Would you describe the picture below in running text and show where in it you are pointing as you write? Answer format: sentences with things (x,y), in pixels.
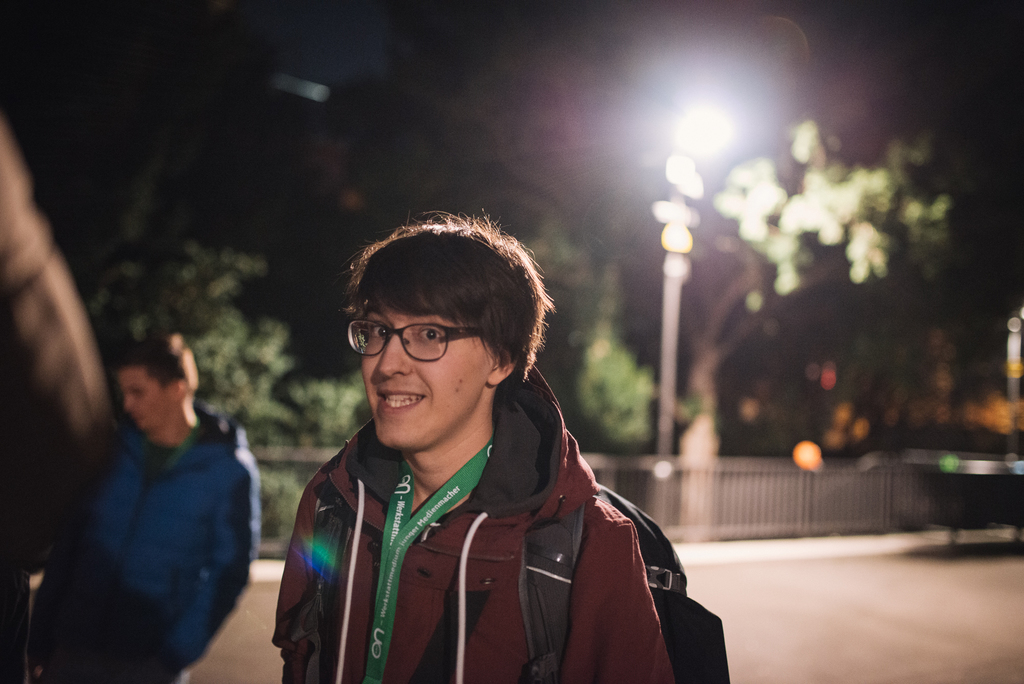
In this image we can see a person (520,479) and the person (497,484) is wearing a tag (377,634) and a backpack (537,552). On the left side (161,506), we can see the persons (47,507). Behind the persons (47,507) we can see fencing (267,450), trees (620,424) and a pole (670,305) with light (686,177). The background of the image (768,373) is blurred.
